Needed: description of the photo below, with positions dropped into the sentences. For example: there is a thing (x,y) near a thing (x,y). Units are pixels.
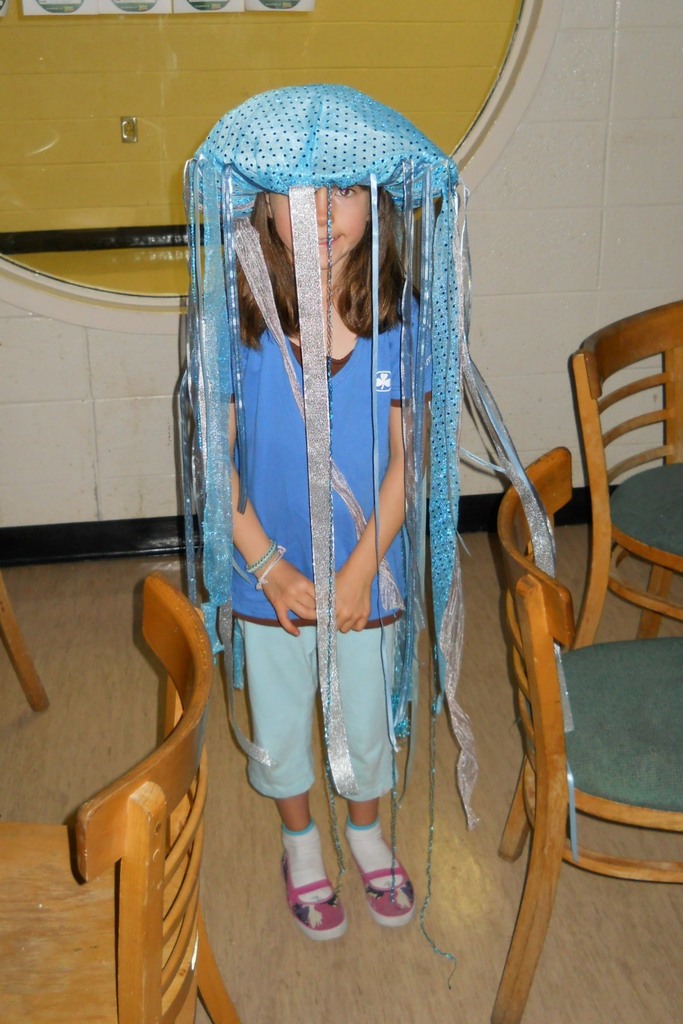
In this image I see a girl (460,627) who is standing and there are few chairs (574,641) over here and In the background (465,475) I see the wall (99,471).
